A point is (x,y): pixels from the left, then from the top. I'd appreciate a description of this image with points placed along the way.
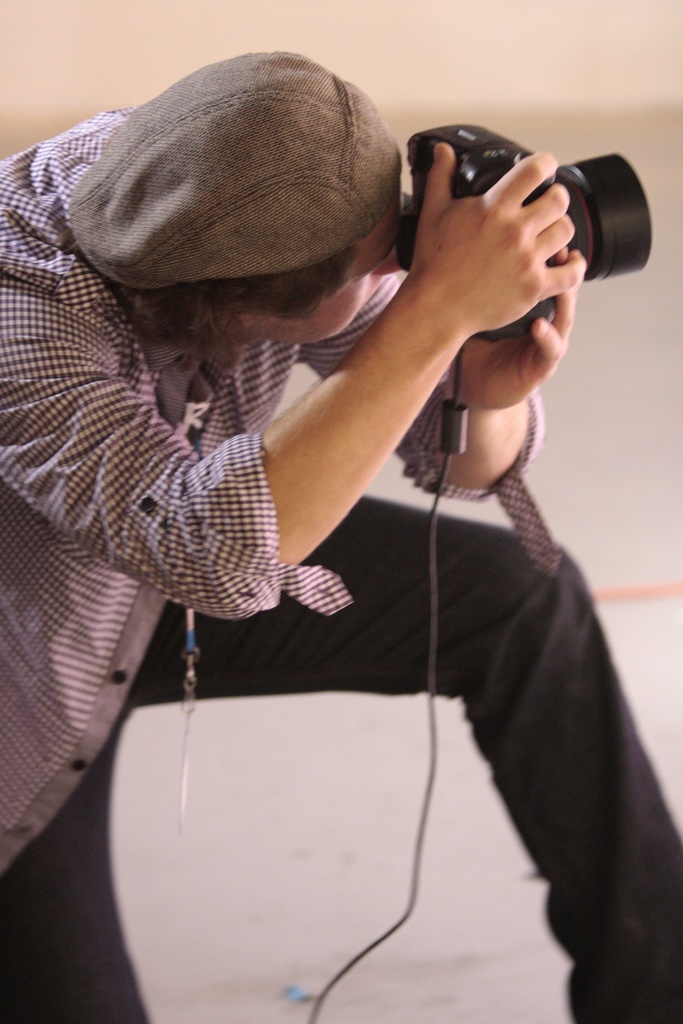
This image is taken indoors. In the background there is a wall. In the middle of the image (254,378) a man (160,463) is sitting on his knees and he is holding a camera (462,180) in his hands (454,286) and clicking pictures.
